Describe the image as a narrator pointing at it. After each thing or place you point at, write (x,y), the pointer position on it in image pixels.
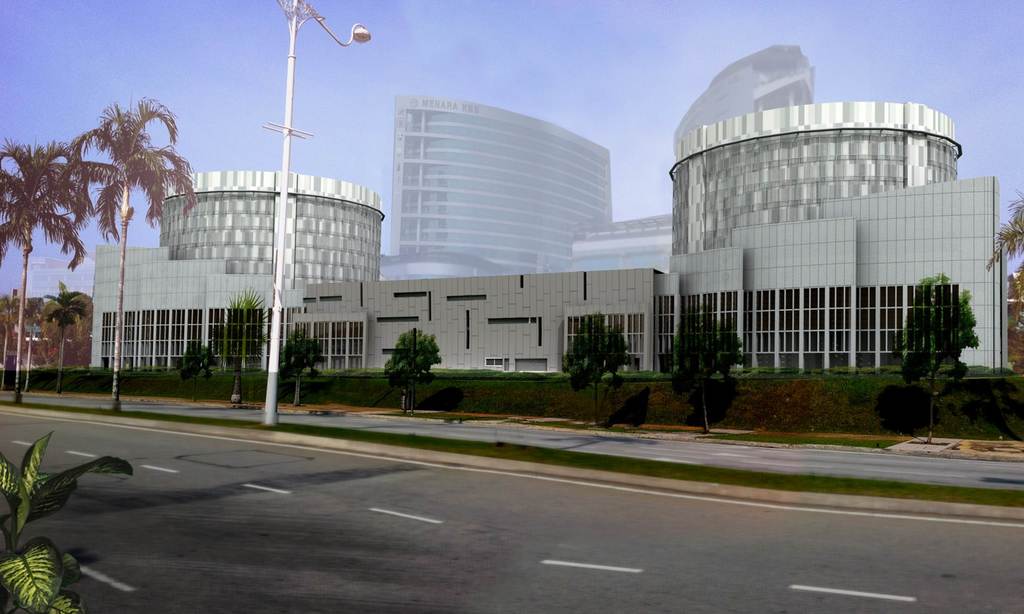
In this picture we can see the road (214,463), leaves (67,559), grass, light pole (277,348), trees (302,356), buildings (453,340) and in the background (256,146) we can see the sky (427,93).
